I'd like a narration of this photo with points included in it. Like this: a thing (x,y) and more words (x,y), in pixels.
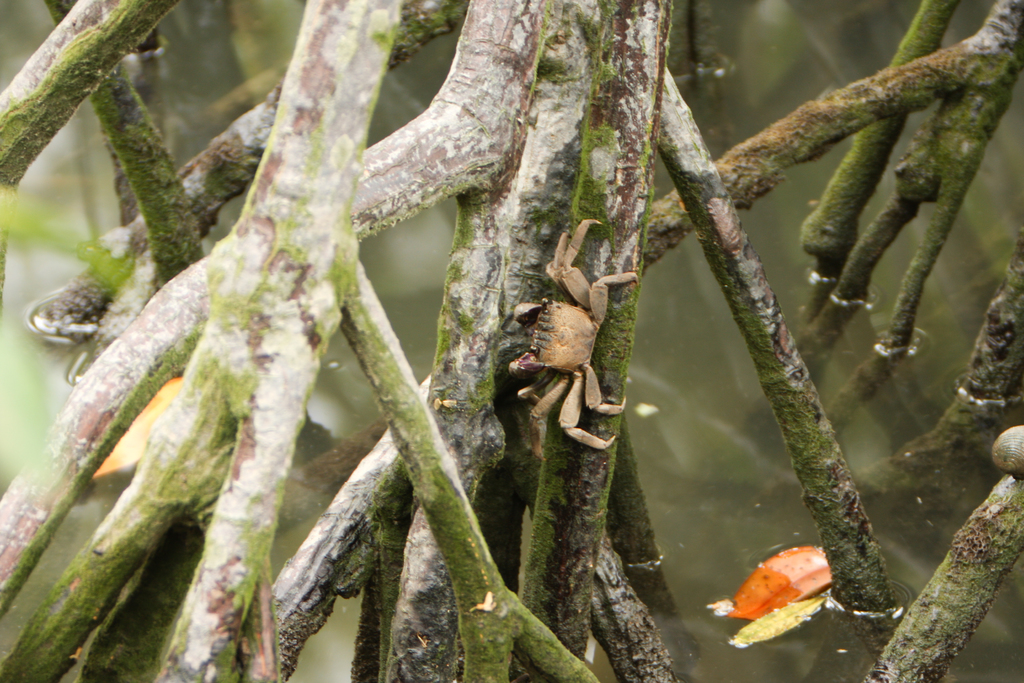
There is a crab (560,312) on the branch (600,469) of a tree (537,557). In the background (439,238), there are other objects (801,387).
